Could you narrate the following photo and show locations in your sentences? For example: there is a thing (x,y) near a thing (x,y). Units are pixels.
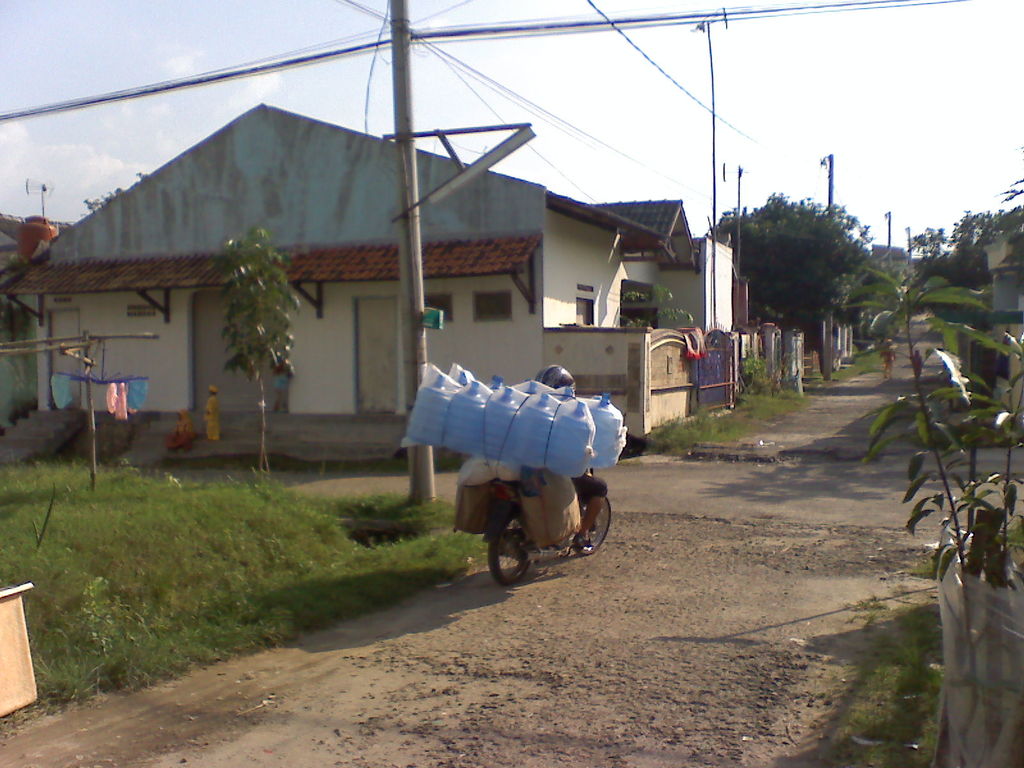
In this image there is a man (599,504) riding a scooter (508,505) on a road (654,497) wearing luggage (491,428), in the background (48,545) there is grassland (264,501) trees (242,304), houses (527,269) pole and the sky (724,104), in the bottom right (955,515) there is a plant (955,536).
